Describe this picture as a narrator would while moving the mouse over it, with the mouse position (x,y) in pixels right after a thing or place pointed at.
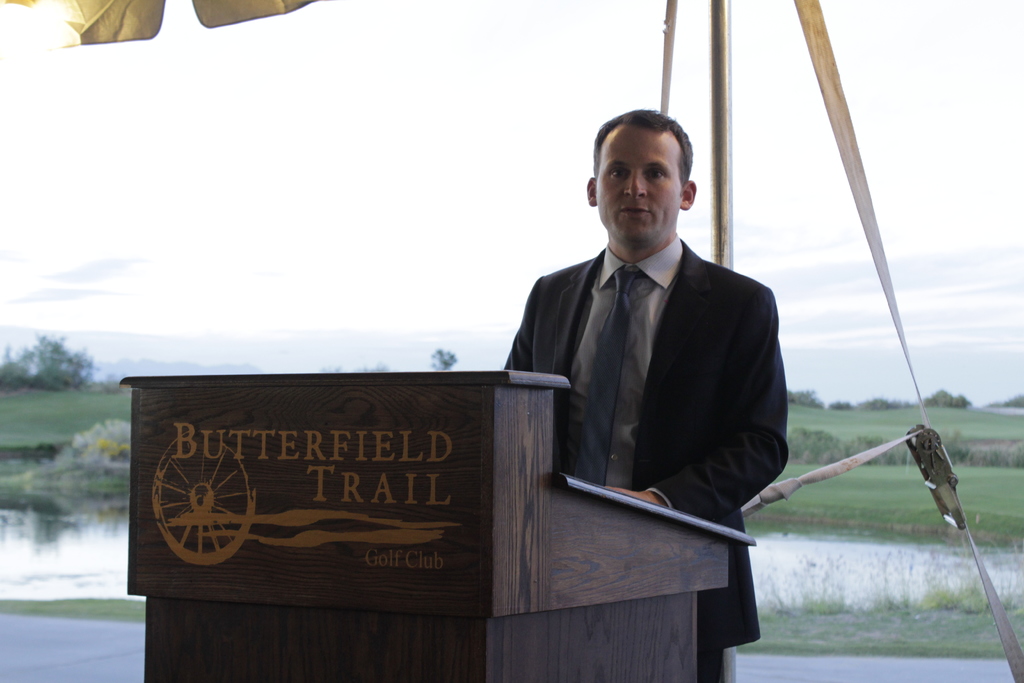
In the center of the image (572,309) a man (691,310) is standing in-front of podium (319,500). In the background of the image (65,498) we can see some trees (47,374), grass (125,406), water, pole (732,261), ribbon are there. At the top of the image (475,89) clouds (476,54) are present in the sky (774,119). At the bottom of the image (822,679) ground (821,665) is there.
